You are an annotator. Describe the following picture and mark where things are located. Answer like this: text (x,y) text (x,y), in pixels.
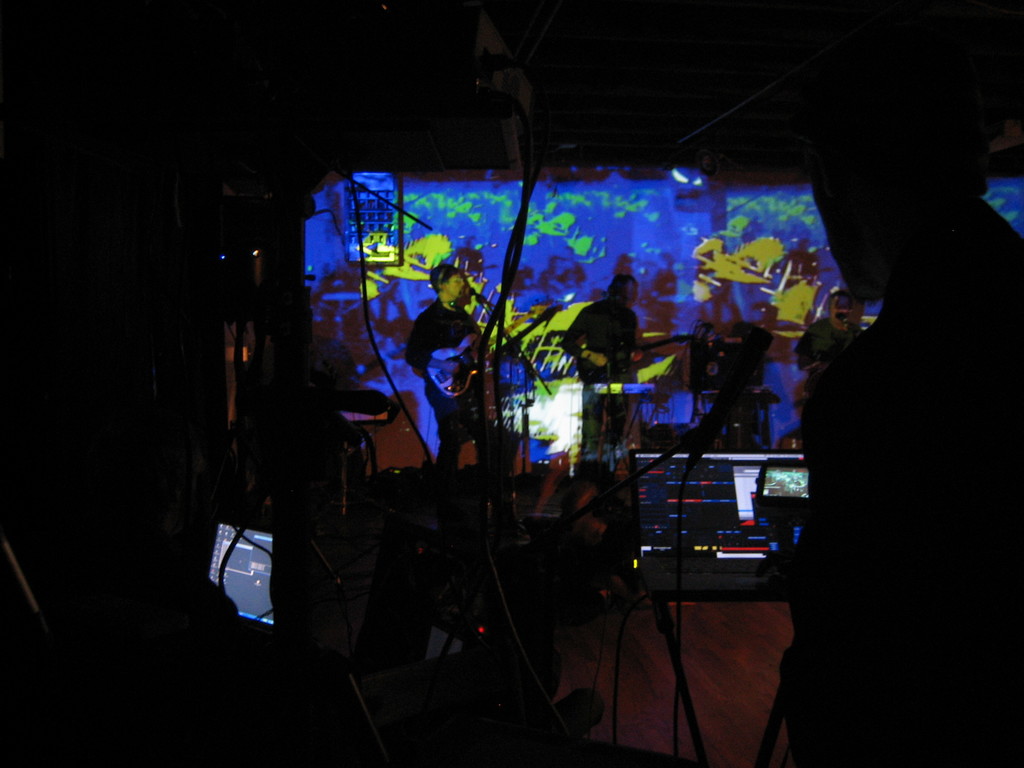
In this image I can see few people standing and playing musical instruments (607,391). Front I can see few system (669,497), wires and some objects (396,618). Background (460,252) is in blue and green color. The image is dark.
